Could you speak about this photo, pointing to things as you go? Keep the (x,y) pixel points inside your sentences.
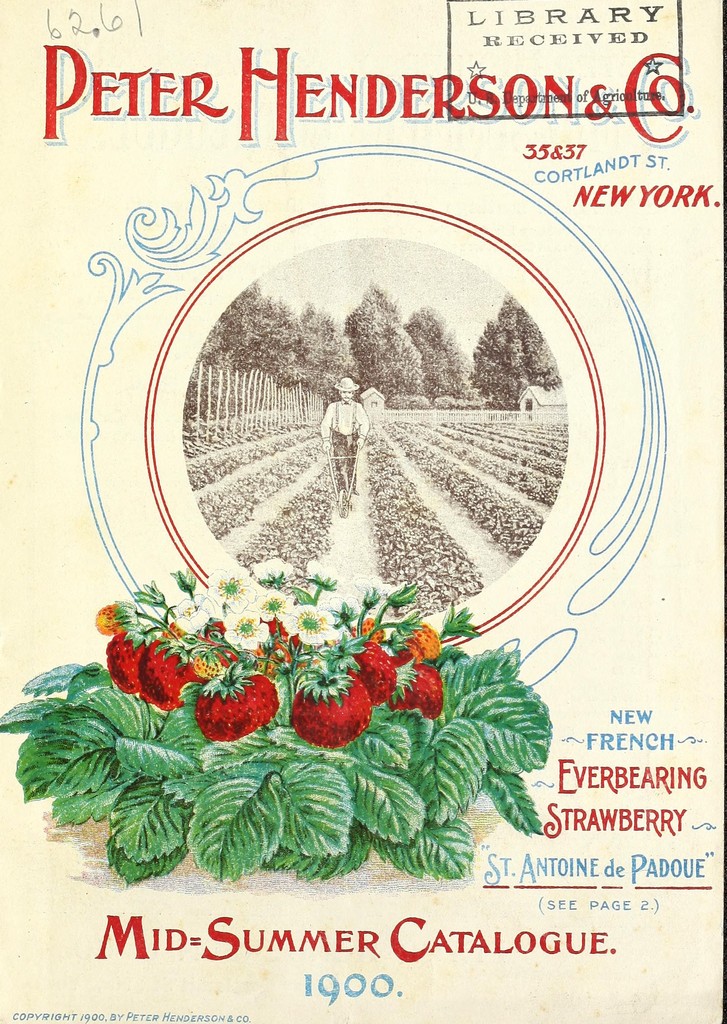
In this image I can see a paper (210,673). And I can see the person (328,410) walking to the side of the plants (288,472). And in the background (362,362) there are trees (331,357) and the sky (318,249). I can also see the red color strawberries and the plant (250,826). I can also see the text (302,97) on the page (587,695).
